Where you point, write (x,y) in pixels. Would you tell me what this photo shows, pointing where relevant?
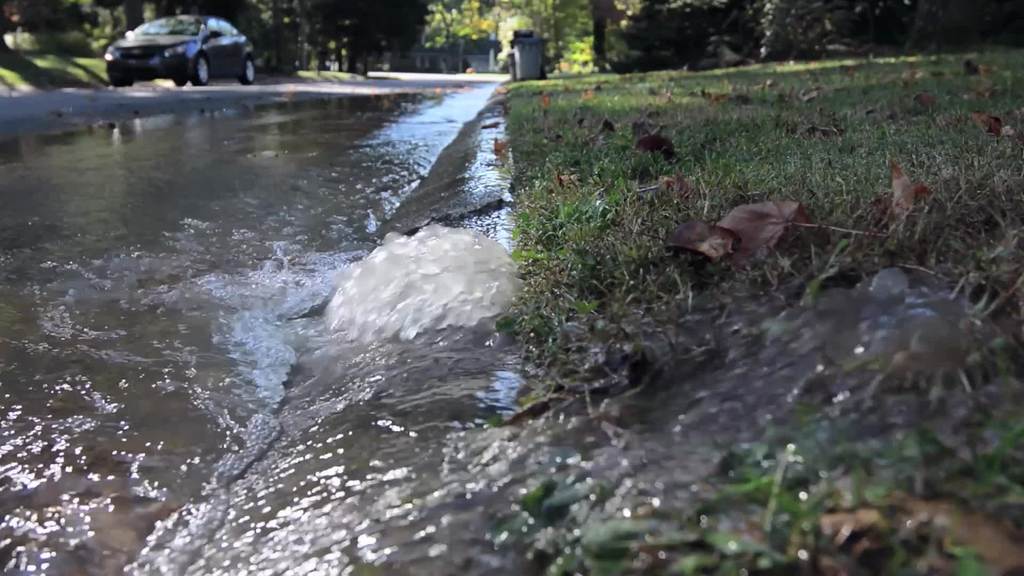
In this image, we can see trees (852,31), sheds (479,59), bins (520,42) and there is a vehicle (179,21) on the road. At the bottom (358,423), there is water (326,276) and ground (534,269).
